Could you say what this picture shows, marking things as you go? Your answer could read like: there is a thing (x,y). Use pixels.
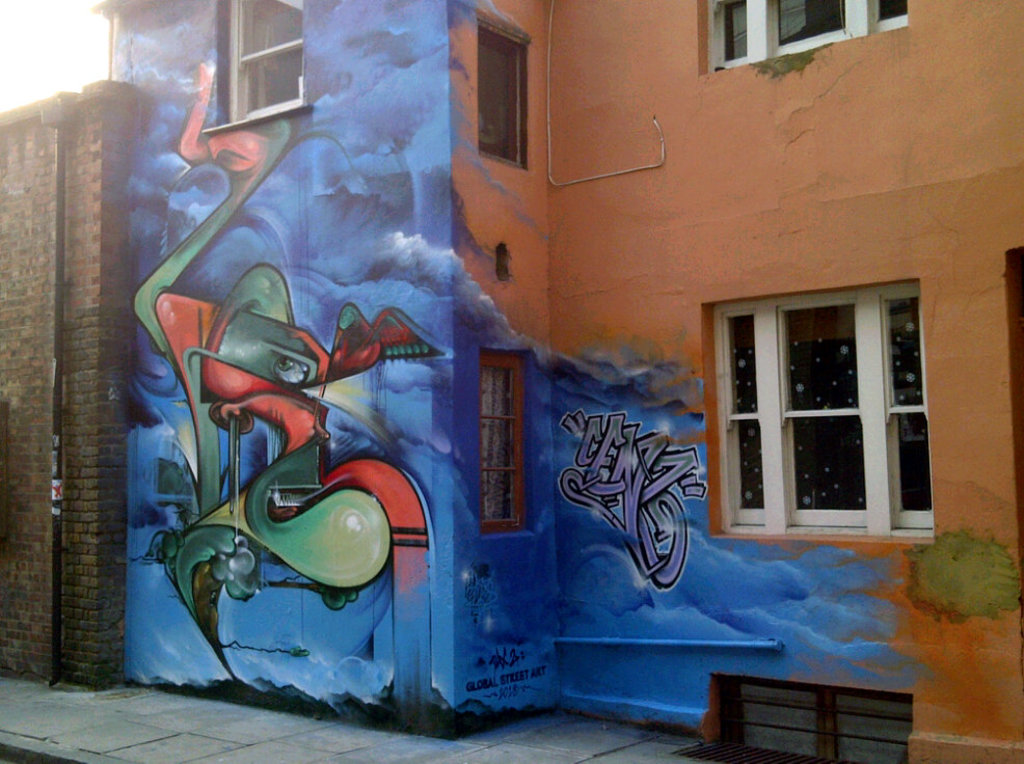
In this picture there is a orange color house (503,350), with blue and green dragon painted spray (282,486). On the right side (813,347) there is a white color windows (853,427). On the left side (32,402) there is a brick wall (75,561).
